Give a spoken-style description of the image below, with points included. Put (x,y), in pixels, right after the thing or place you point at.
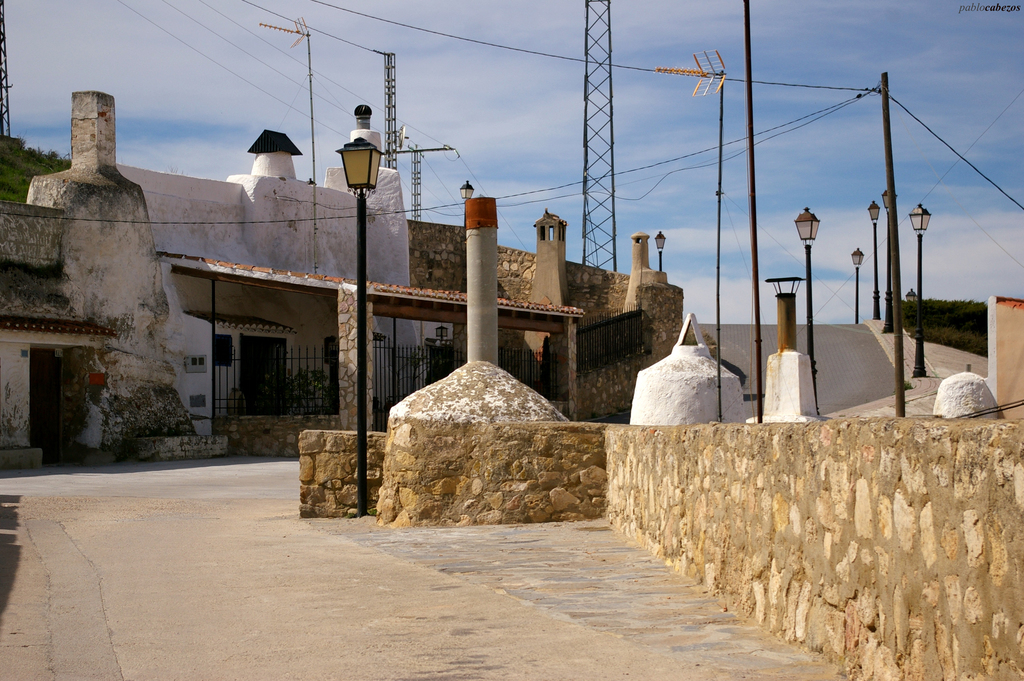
In this image there are houses (326,269), in front of the houses (261,360) there is road surface (372,545), beside the road (363,518) there is lamp posts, behind the houses (166,299) there are high rise electrical towers (393,110) with cables (800,118) on top of it.
